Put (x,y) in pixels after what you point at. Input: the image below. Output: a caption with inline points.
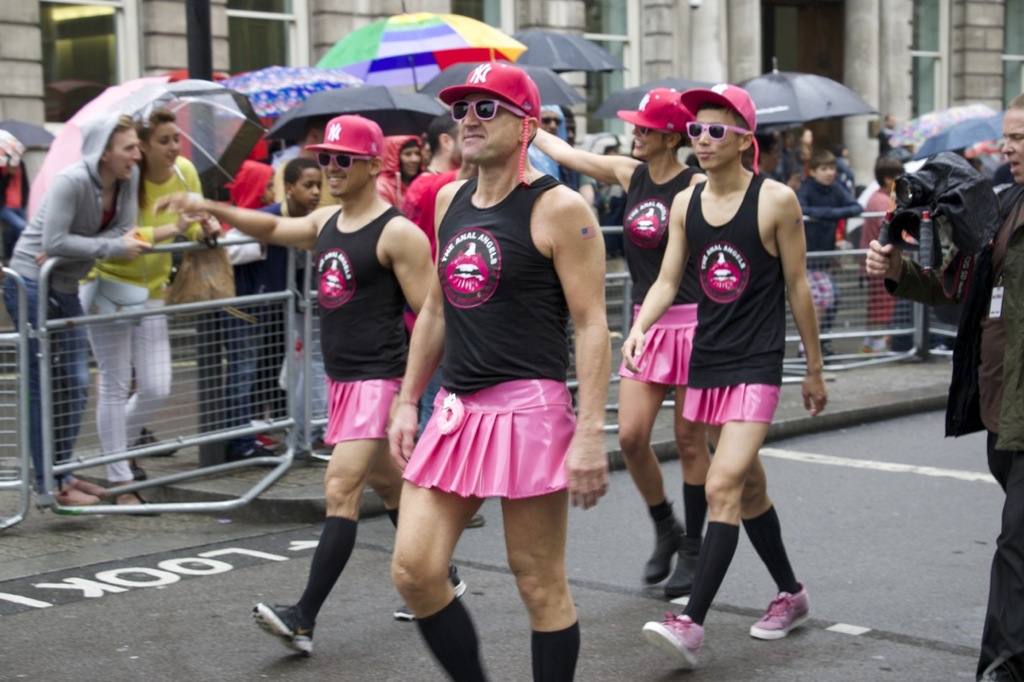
There are few people (546,284) walking on the road (267,534). These are the barricades (853,255). I can see group of people (85,199) standing and holding umbrellas (425,55). This is the building (92,38).
